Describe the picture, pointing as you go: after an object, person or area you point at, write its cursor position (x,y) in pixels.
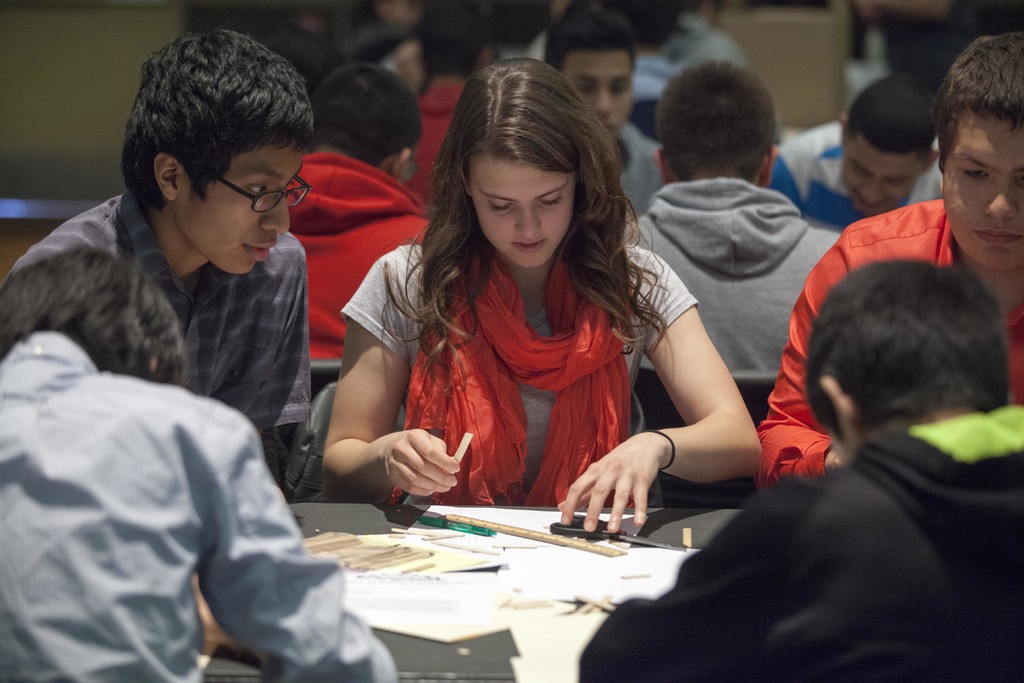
Here I can see few people (295,554) are sitting on the chairs (318,454) around the table (382,541). On the table (473,559) there are some papers (484,560), a cutter (608,529), pen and a scale (525,536). The woman (483,447) who is sitting in the middle (437,391) is looking at the paper (516,520) which is in front of her. In the background (361,217), I can see many people (653,107) are also sitting on the chairs (748,379). On the top of the image (63,61) there is a wall (59,67).
